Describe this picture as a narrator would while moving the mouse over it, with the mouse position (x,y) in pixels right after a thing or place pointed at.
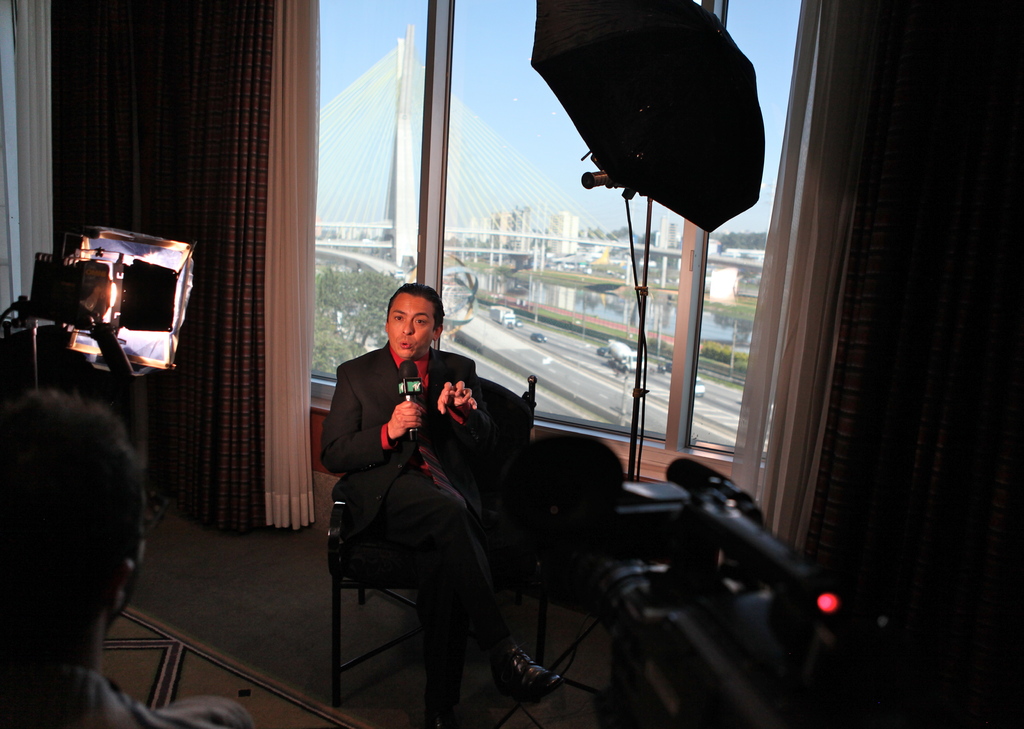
In this image there is a person (375,418) sitting on the chair (478,456) and holding a mike (407,396), and there is a camera (852,641), another person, umbrella (721,214) with a stand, there is a camera flashlight (117,290), carpet (160,642), there are curtains (845,587), window (660,259), and in the background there are vehicles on the road (667,380), there are buildings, trees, bridge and sky (588,203).
